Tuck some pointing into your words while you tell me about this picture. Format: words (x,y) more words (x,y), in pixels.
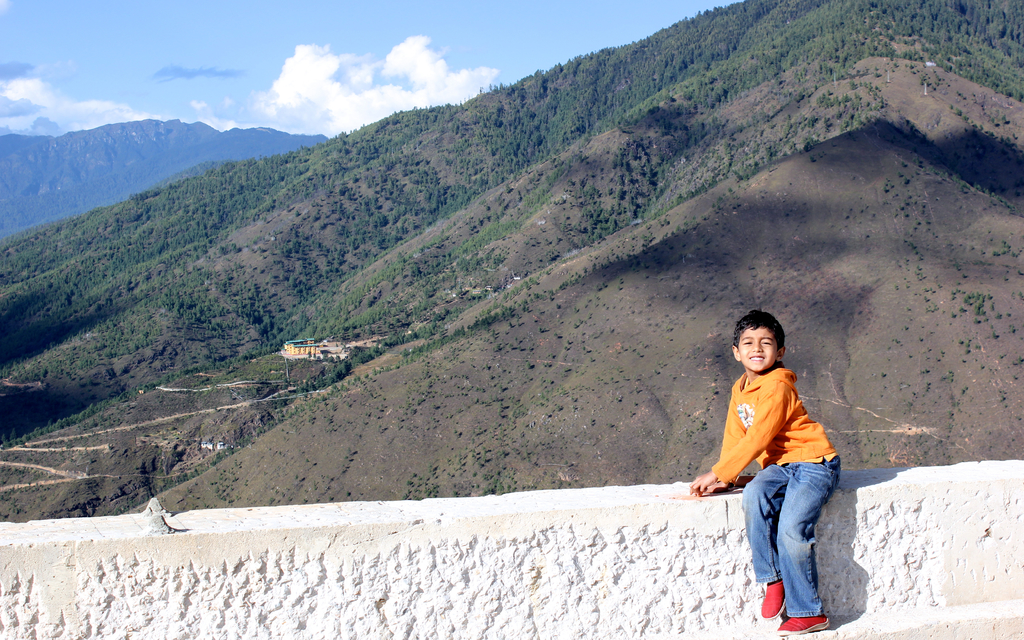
In this image we can see a child (735,430) wearing orange T-shirt (742,422) and red color shoes (798,627) is sitting on the wall (335,531). In the background (364,170), we can see the hills (456,348), we can see trees (69,270) and the blue color sky (285,4) with clouds (323,103).
